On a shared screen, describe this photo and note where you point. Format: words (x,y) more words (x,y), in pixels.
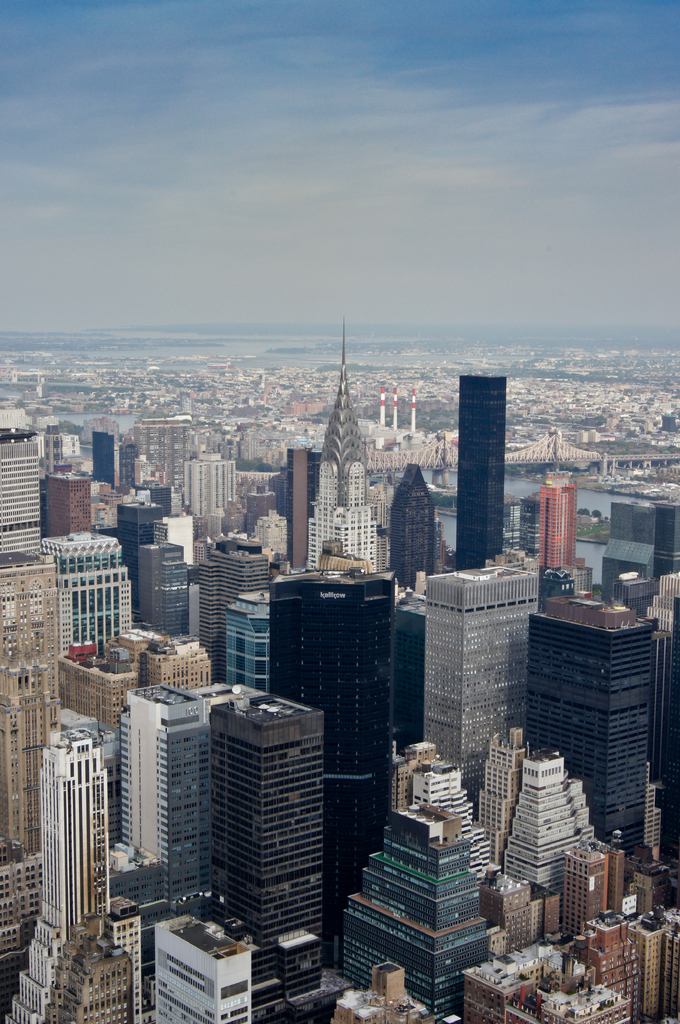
At the bottom of the picture (316,757), we see the buildings (462,737) and the towers (403,521). In the middle of the picture (416,357), we see the water body (318,361). There are trees (538,372) and buildings (586,390) in the background (275,367). At the top (302,242), we see the sky (284,201), which is blue in color.
